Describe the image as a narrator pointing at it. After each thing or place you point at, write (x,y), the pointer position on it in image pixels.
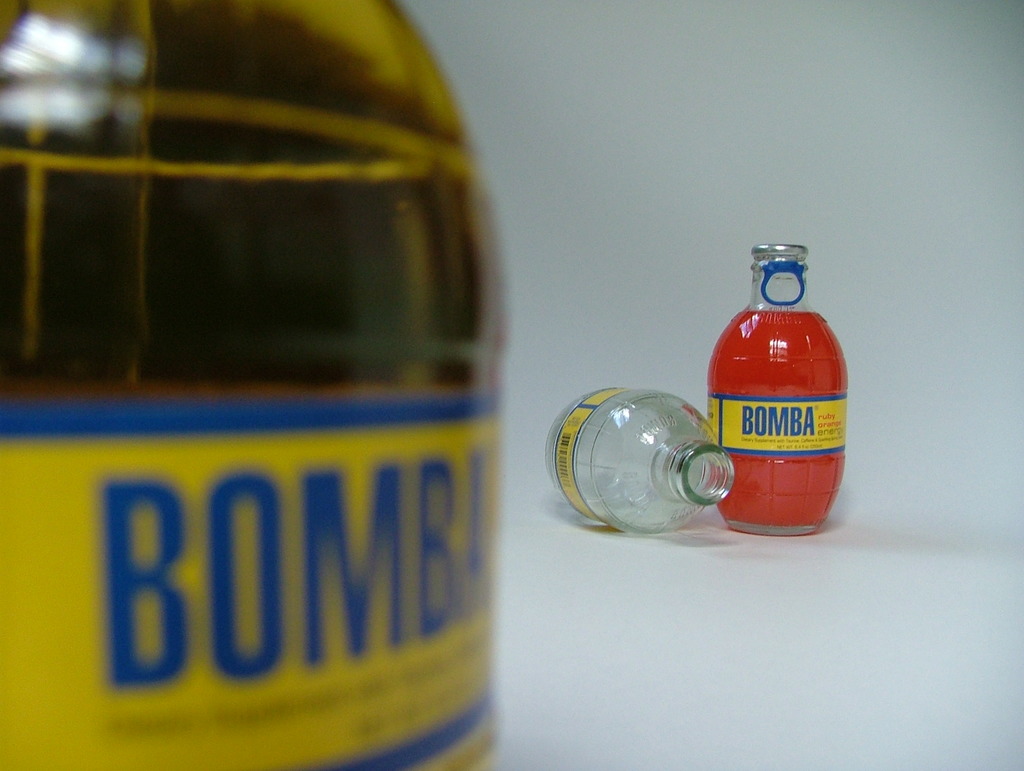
In the image there is a glass bottle (376,389) in the foreground (243,191) and at the background (570,443) there are another two glass bottles (678,432) in which one of them is lying and the other is in standing position.
